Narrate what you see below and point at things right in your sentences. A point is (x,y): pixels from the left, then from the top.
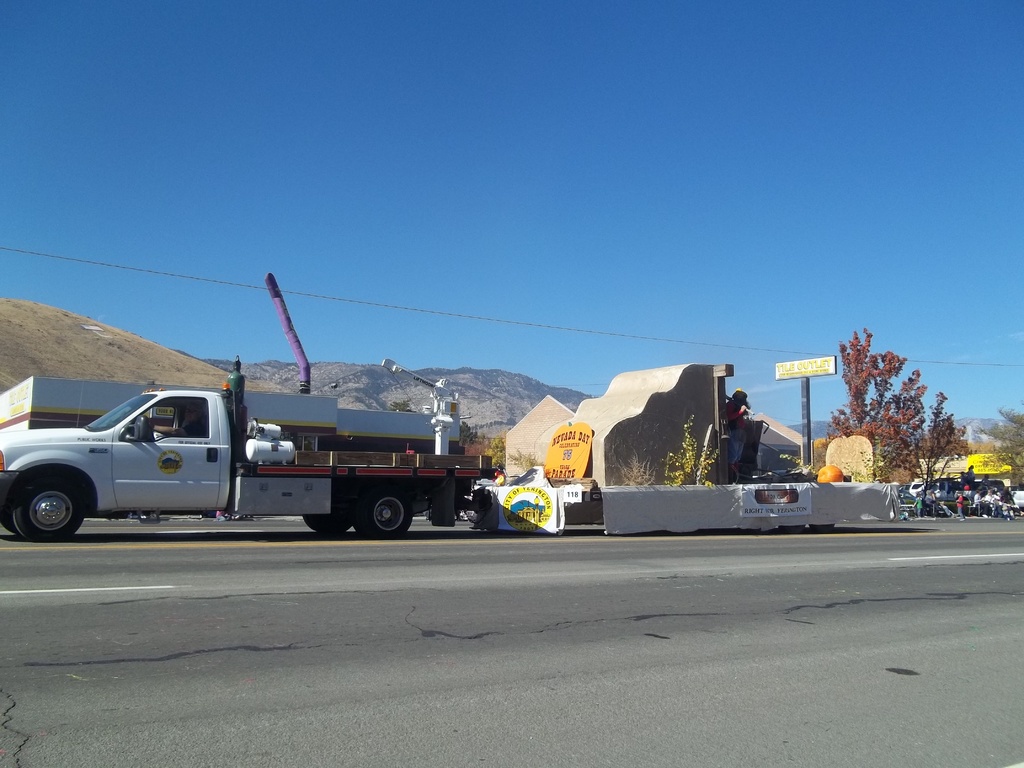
In this image we can see a concrete structure (669,432), vehicles (51,437), trees (853,390), boards (801,371), wall (800,503) and also the hills (404,389). We can also see the people (1004,516) on the right (1007,499). We can see the wire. In the background (543,252) we can see the sky (539,330). At the bottom (476,572) we can see the road (688,624).
